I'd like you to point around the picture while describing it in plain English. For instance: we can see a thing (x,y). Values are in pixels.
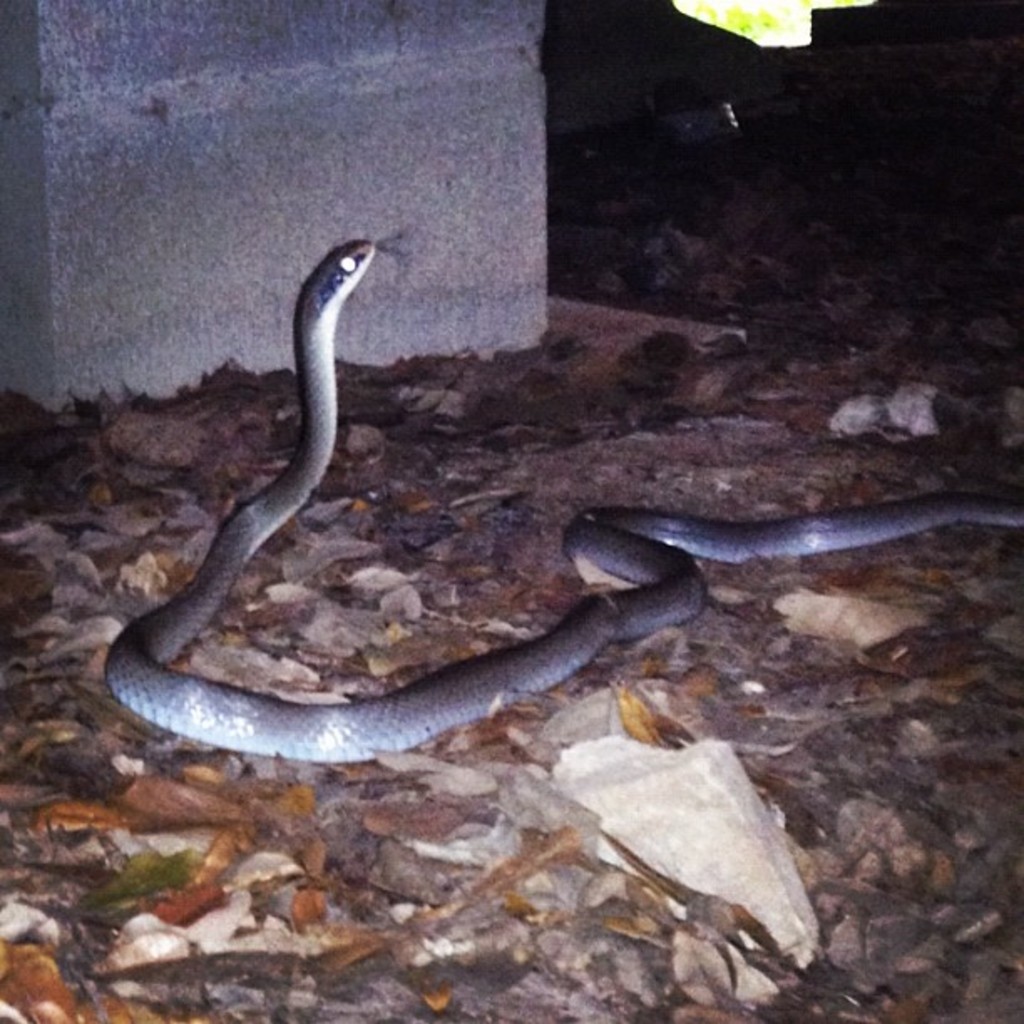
In this picture we can see a snake (325,714) and leaves (343,431) on the ground (685,339) and in the background (103,159) we can see wall (294,45).
